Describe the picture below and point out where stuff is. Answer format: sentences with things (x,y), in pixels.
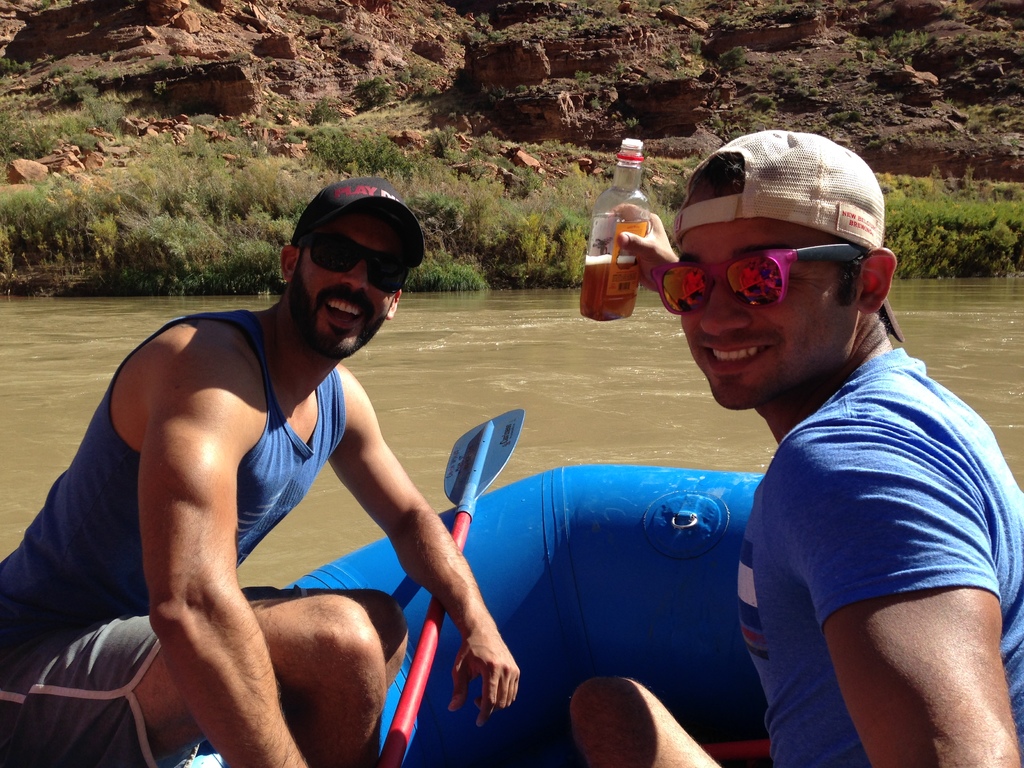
In this image we can see two persons (259,415). One person (316,305) wearing goggles (373,259) and a cap (395,226). One person (943,480) wearing a white cap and holding a bottle (611,251) in his hand (629,246). In the background (282,546), we can see group of plants (185,222), water (21,338) and mountain (308,49).
